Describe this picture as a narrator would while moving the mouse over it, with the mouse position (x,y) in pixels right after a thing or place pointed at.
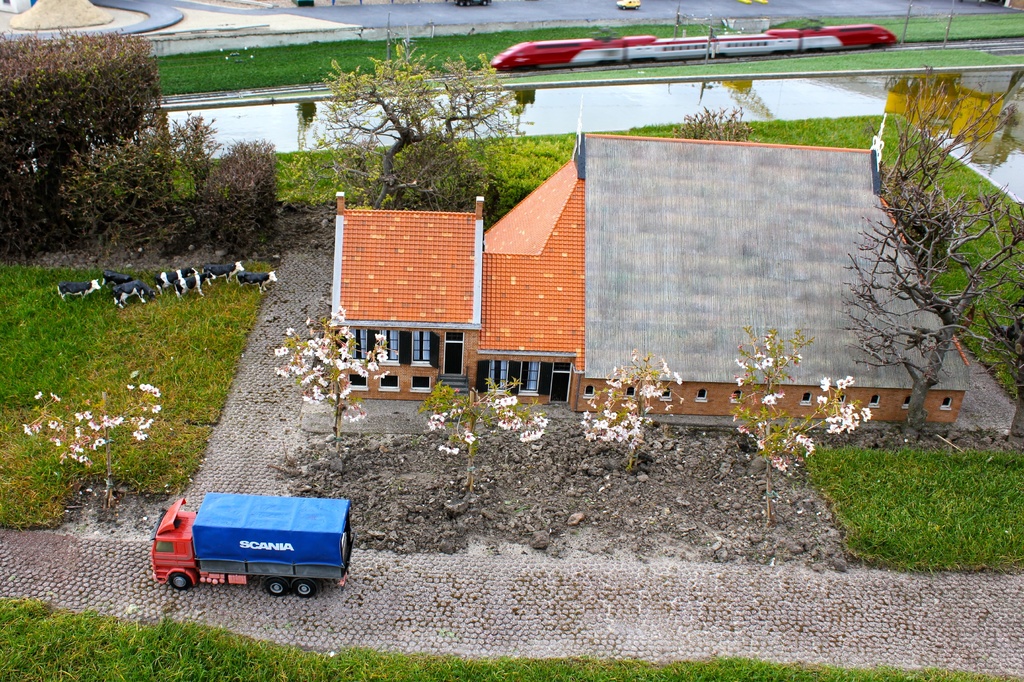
In the foreground of the picture (364,455) there are trees (962,311), flowers (125,419), soil (764,467), grass (954,482), house (452,346), cows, road (75,579) and vehicle (176,574). In the center of the picture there are trees (370,132), grass (800,128), water body (811,116) and other objects (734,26). In the background (761,13) there are vehicles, road (420,17), train (525,64), track (280,91), poles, cables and other objects (159,38).
